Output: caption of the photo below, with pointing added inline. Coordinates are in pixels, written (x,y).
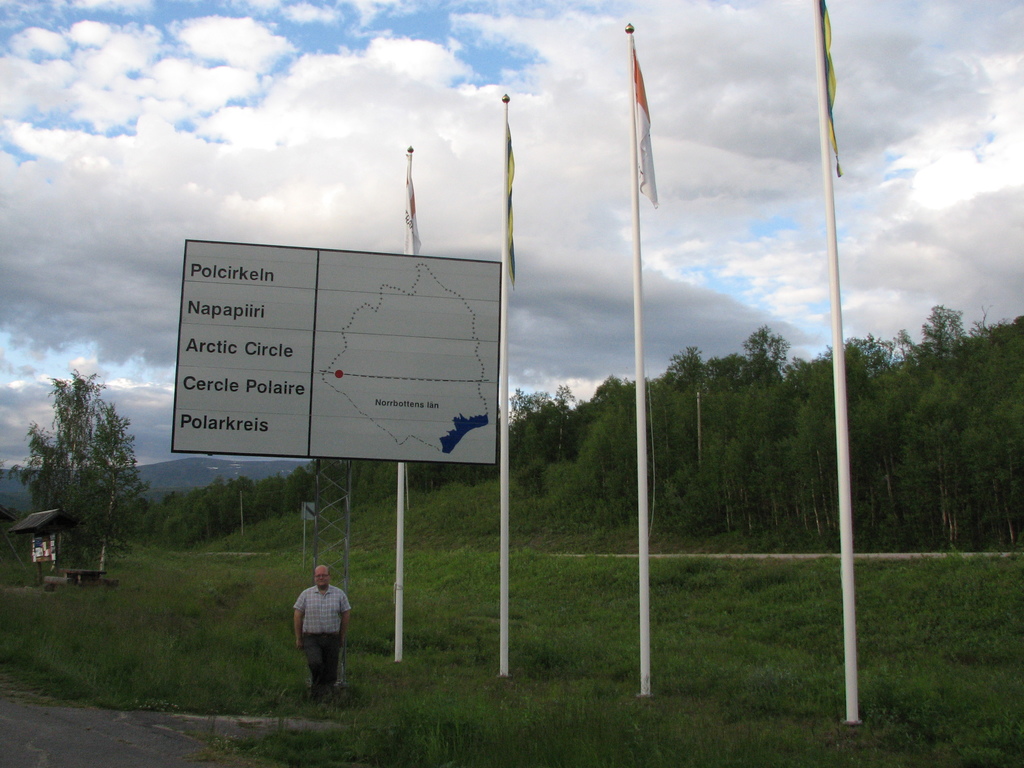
In this picture I can observe a board (356,413). In the middle of the picture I can observe four flags (512,148) tied to the poles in this picture. There is some grass (406,587) on the ground (409,642). In the background (124,504) there are trees (534,488) and some clouds (267,133) in the sky (267,133).
